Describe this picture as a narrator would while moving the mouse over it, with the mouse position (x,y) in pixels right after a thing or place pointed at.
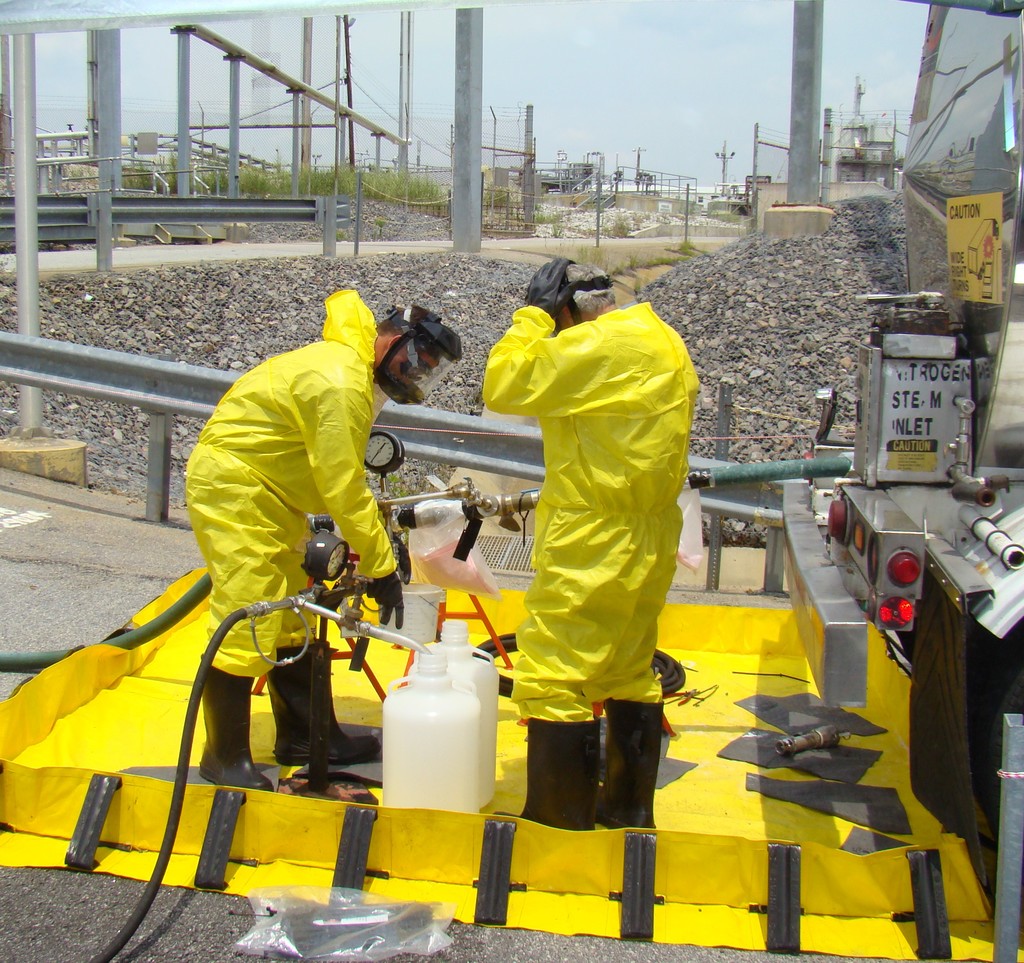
In this image in the center (610,405) there are two persons (544,544) who are standing and they are filling some fuel (439,676) in cans (444,699), and on the right side (912,561) there are some machines (931,799). At the bottom (545,869) there is a walkway (76,546) and carpet (188,669), in the background (16,466) there are some stones pillars (791,197), wires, trees (299,184). On the top of the image (715,29) there is sky (628,119).
